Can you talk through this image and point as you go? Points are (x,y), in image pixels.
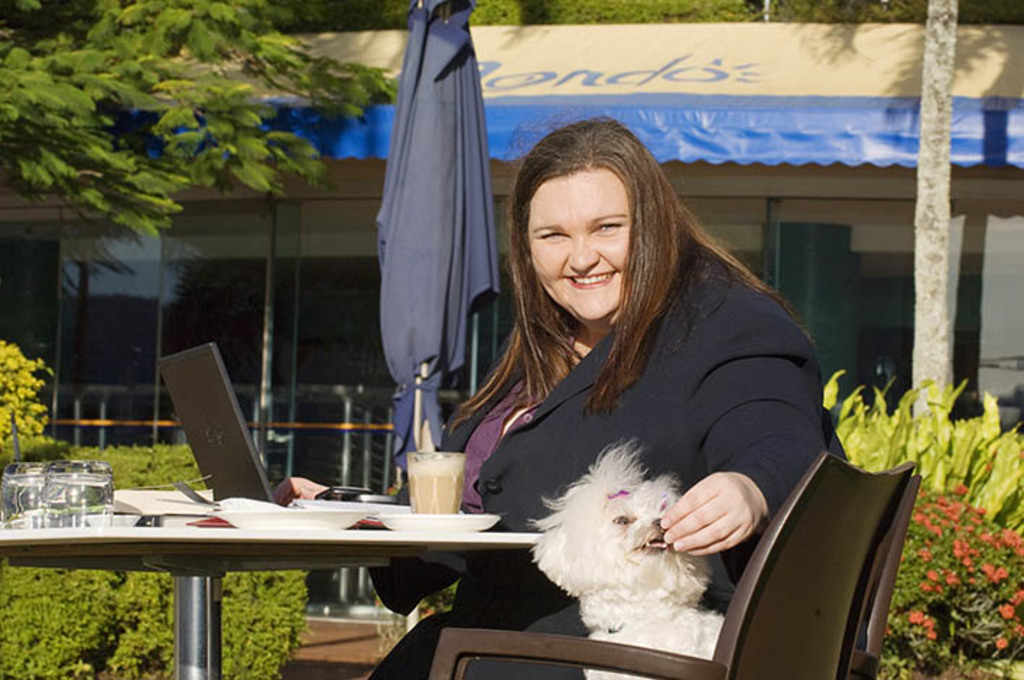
A woman (795,425) is sitting in the chair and feeding a dog (645,566) on the left (22,75) there are trees (259,152) and Windows (338,282).
